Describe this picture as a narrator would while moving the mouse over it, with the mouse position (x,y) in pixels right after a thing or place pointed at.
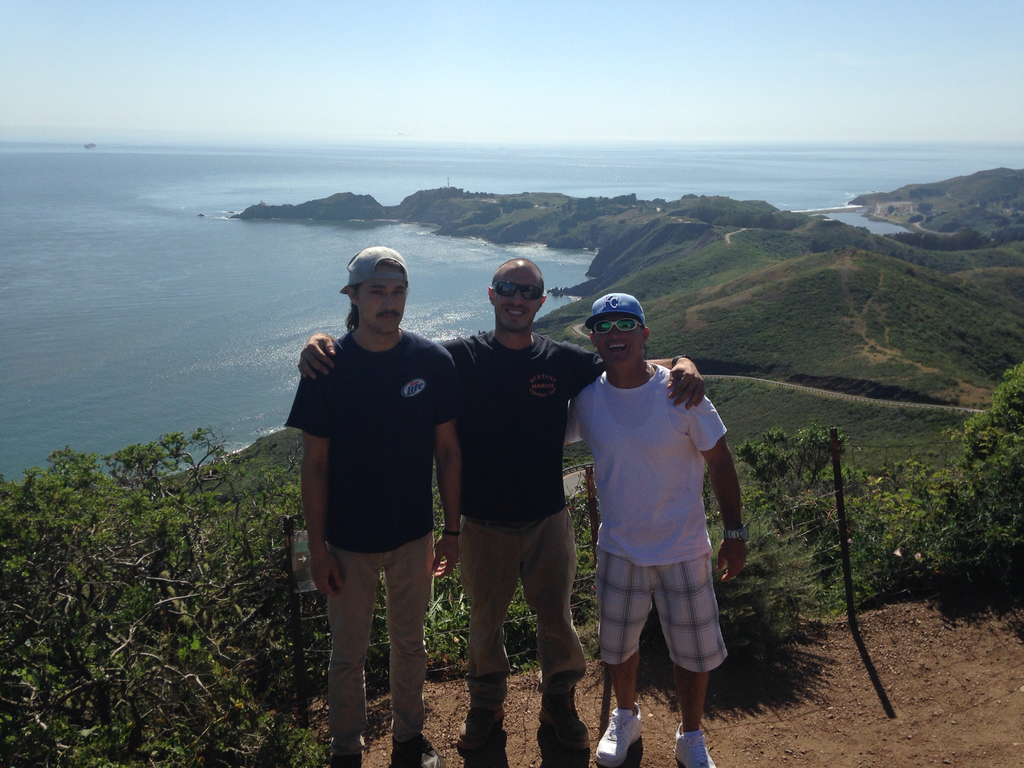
In this image we can see there are three people (467,454) standing on the ground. At the back (822,541) there are trees (95,566), fence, grass (685,241), rocks (653,248), water (611,187) and the sky (407,105).
